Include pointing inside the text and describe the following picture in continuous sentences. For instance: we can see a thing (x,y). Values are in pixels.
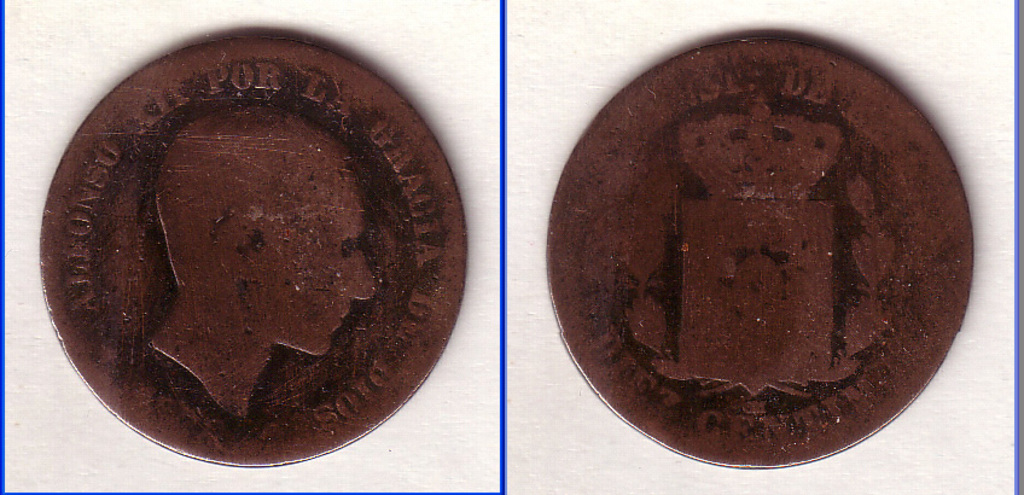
This is a zoomed in picture. On the left (201,49) there is a currency coin (92,335) placed on a white color object (191,8) and we can see the picture (203,307) of a person (343,307) and the text (251,73) on the coin (401,227). On the right (761,52) there is another coin (807,227) placed on the top of a white color object (996,225) and there is a picture (824,201) on the coin (756,330).
